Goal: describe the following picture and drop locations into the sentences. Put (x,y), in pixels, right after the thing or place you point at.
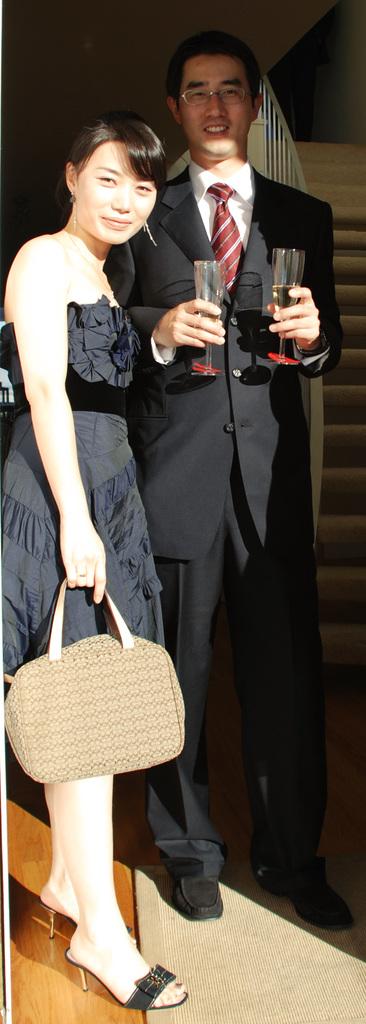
This is the picture of a woman (56,416) standing and holding a bag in her hand (89,569) and a man (266,777) standing and smiling by holding a glass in his hand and the back ground (338,509) there are the staircases (294,145).
